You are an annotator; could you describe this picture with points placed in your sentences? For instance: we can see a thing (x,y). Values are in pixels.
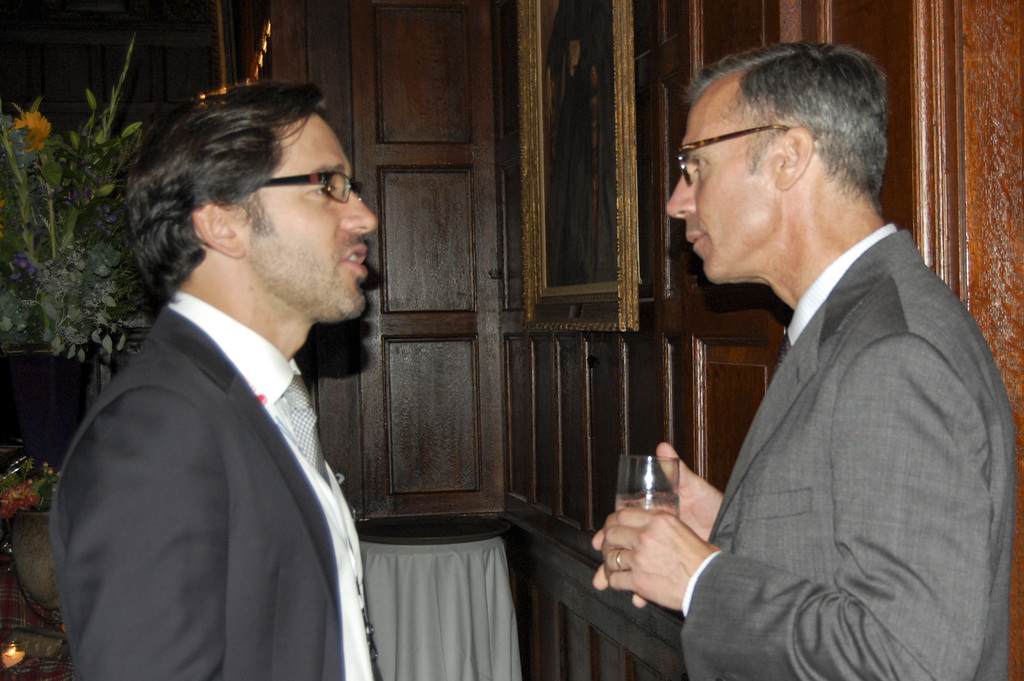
In the picture there are two men (875,412) standing opposite to each other and talking, one man (887,446) is catching a glass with the liquid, beside the man (764,222) there is a wooden wall (687,59), on the wall (748,45) there is a frame (527,211), there may be house plants (101,272) present.
